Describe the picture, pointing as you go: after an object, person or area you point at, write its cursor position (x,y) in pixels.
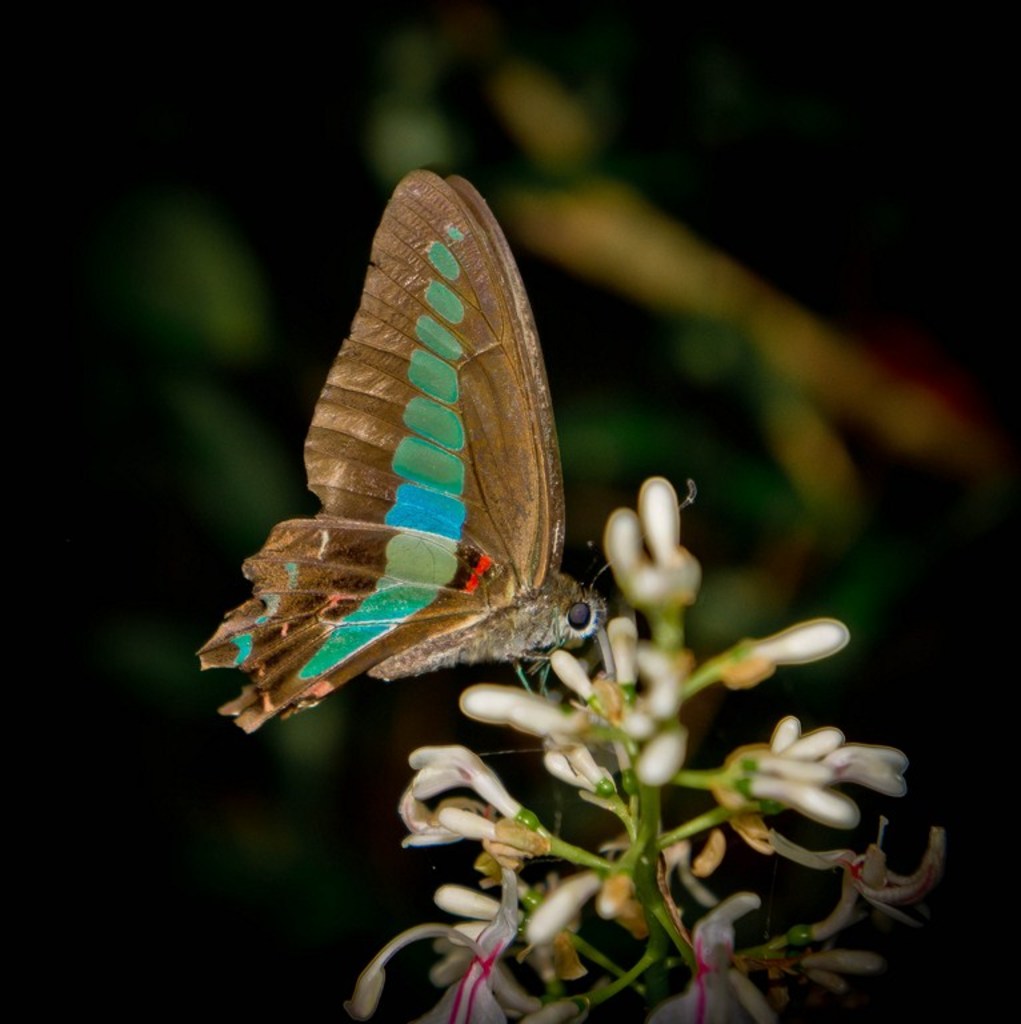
At the bottom (723,955) there is a stem (658,994) along with the flowers (471,958). On the flowers (564,711) there is a butterfly (417,535). The background (119,882) is blurred.
